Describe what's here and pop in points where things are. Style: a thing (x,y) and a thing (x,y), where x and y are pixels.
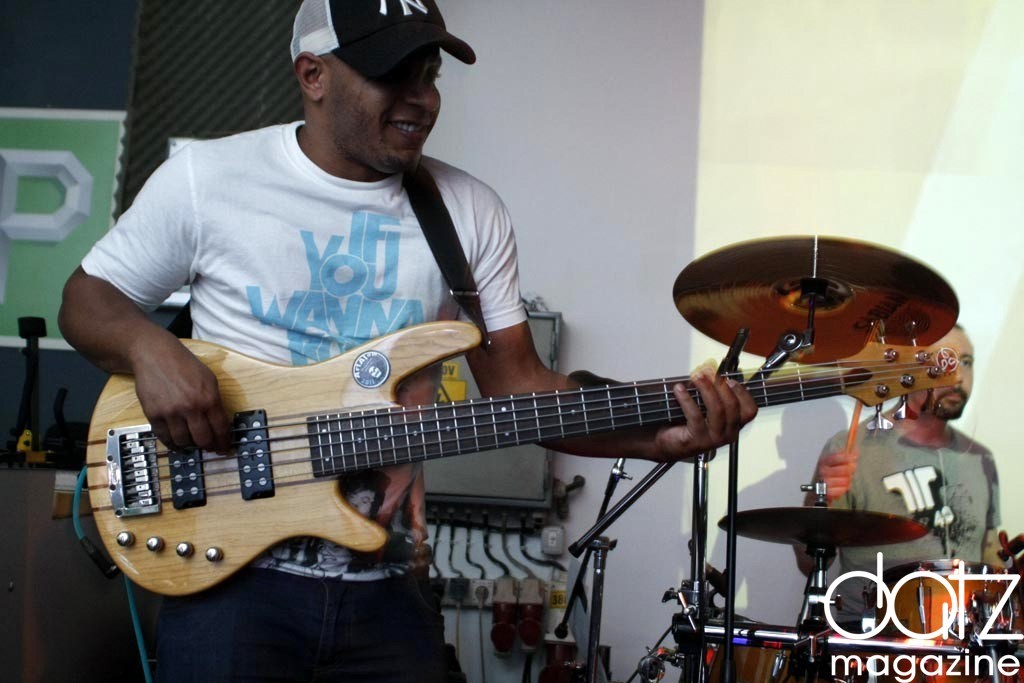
In the image we can see there is a man (321,321) who is holding a guitar (361,454) and at the back (948,480) there is a man (935,479) who is at the back of the drums (934,607).
